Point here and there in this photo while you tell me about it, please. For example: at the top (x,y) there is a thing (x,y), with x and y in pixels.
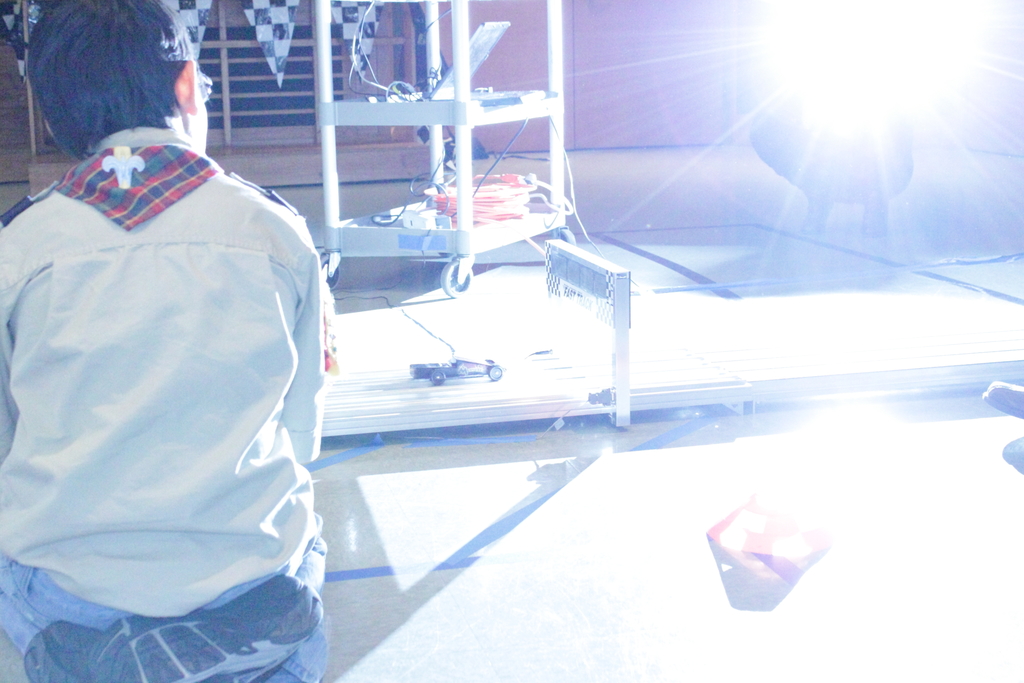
In the picture we can see a boy (91,69) and beside him we can see a race track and on it we can see a toy car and behind it, we can see the table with wheels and some things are placed in it and beside it we can see the light focus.
